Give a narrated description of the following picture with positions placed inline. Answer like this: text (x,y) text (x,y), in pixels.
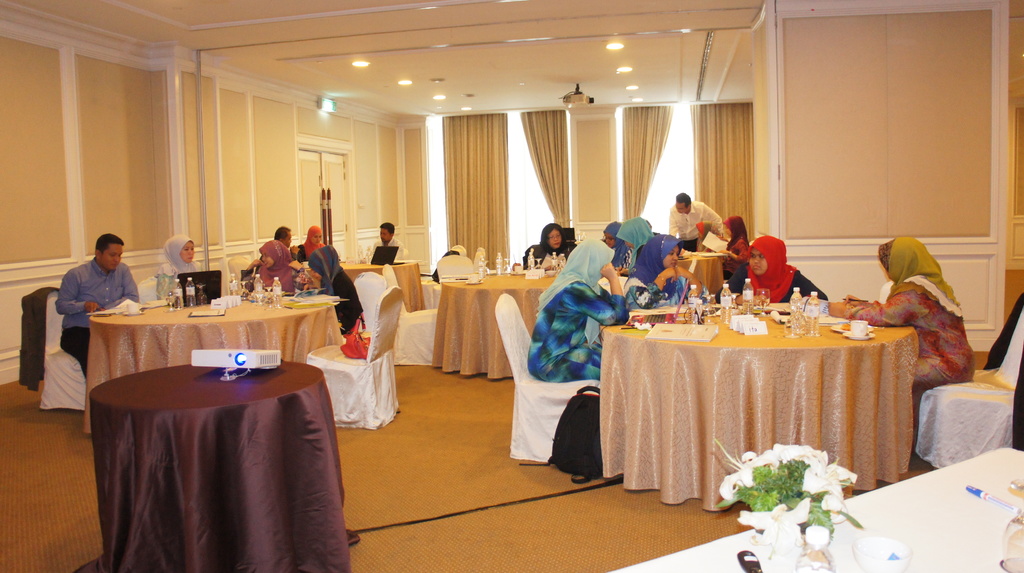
In this image I can see the group of people (559,312) sitting in front of the table (825,351). On the table (769,318) there is a flower vase (802,500), bottles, cups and the papers (708,328). In the background (552,137) there is a curtain (538,120) and the lights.
